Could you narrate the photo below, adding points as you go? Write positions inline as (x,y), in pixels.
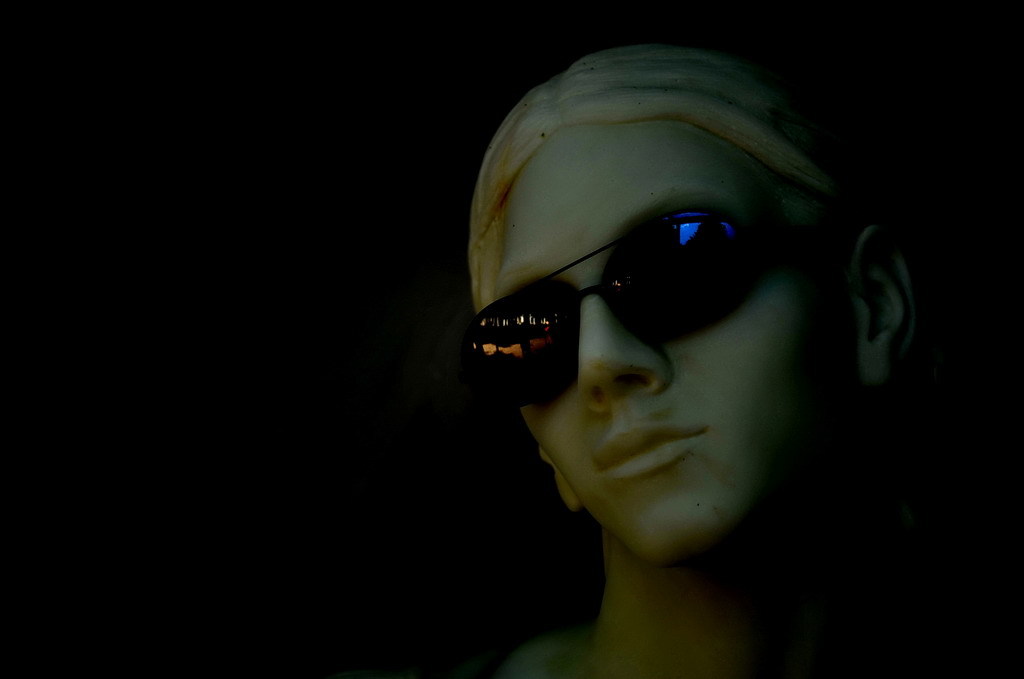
In this image I can see a mannequin (535,212) wearing a spectacle (557,284) and in the background (218,155) I can see dark view (378,130).
